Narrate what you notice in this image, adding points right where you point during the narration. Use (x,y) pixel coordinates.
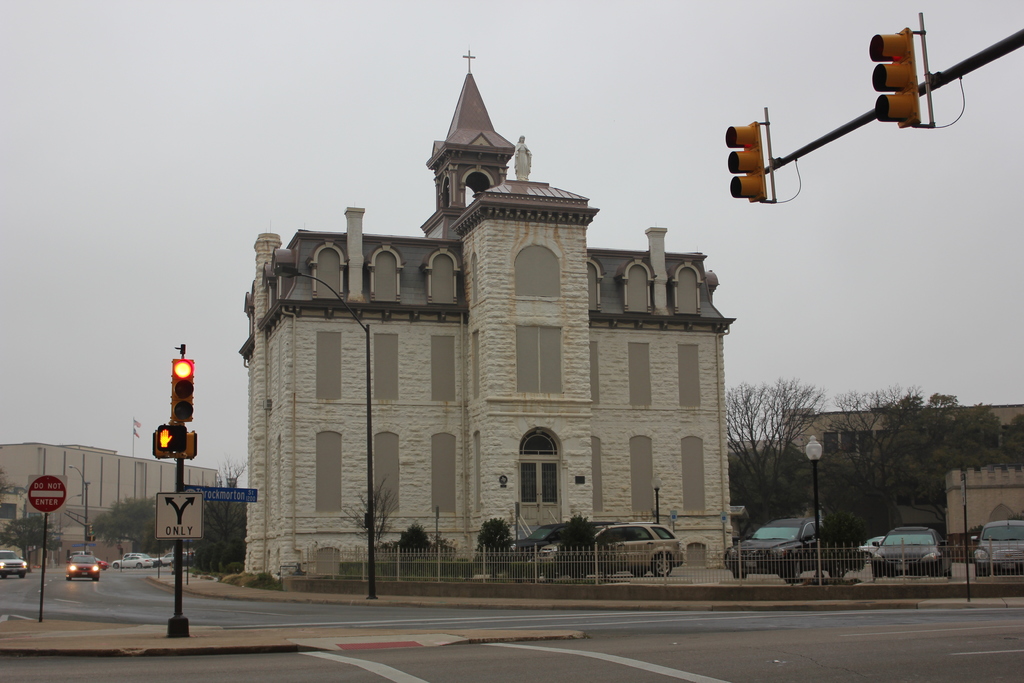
In this picture, there is a castle (422,345) in the center (519,419). Before the castle (512,516), there are plants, vehicles (617,536) and a fence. Towards the left (178,368), there is a pole (184,620) with signal lights (172,387). Beside it, there is another pole (42,608) with a sign board (48,502). On the top right (901,43), there are signal lights (749,148). In the background (167,169), there are buildings (61,474), trees (921,400) and a sky (296,123).
